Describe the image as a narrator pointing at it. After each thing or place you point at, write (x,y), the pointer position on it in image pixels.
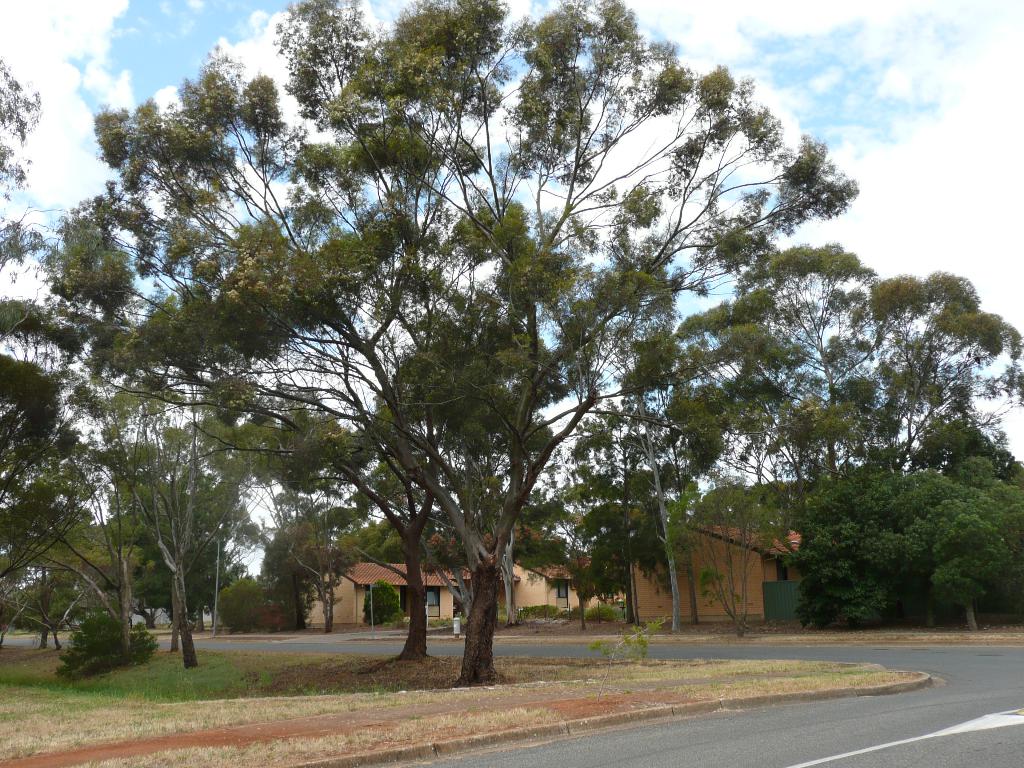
In this picture we can see a road (968,742), trees (250,470), plants (79,672), grass (27,651) poles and houses (342,620). Behind the trees (308,339) there is the cloudy sky (856,147).
